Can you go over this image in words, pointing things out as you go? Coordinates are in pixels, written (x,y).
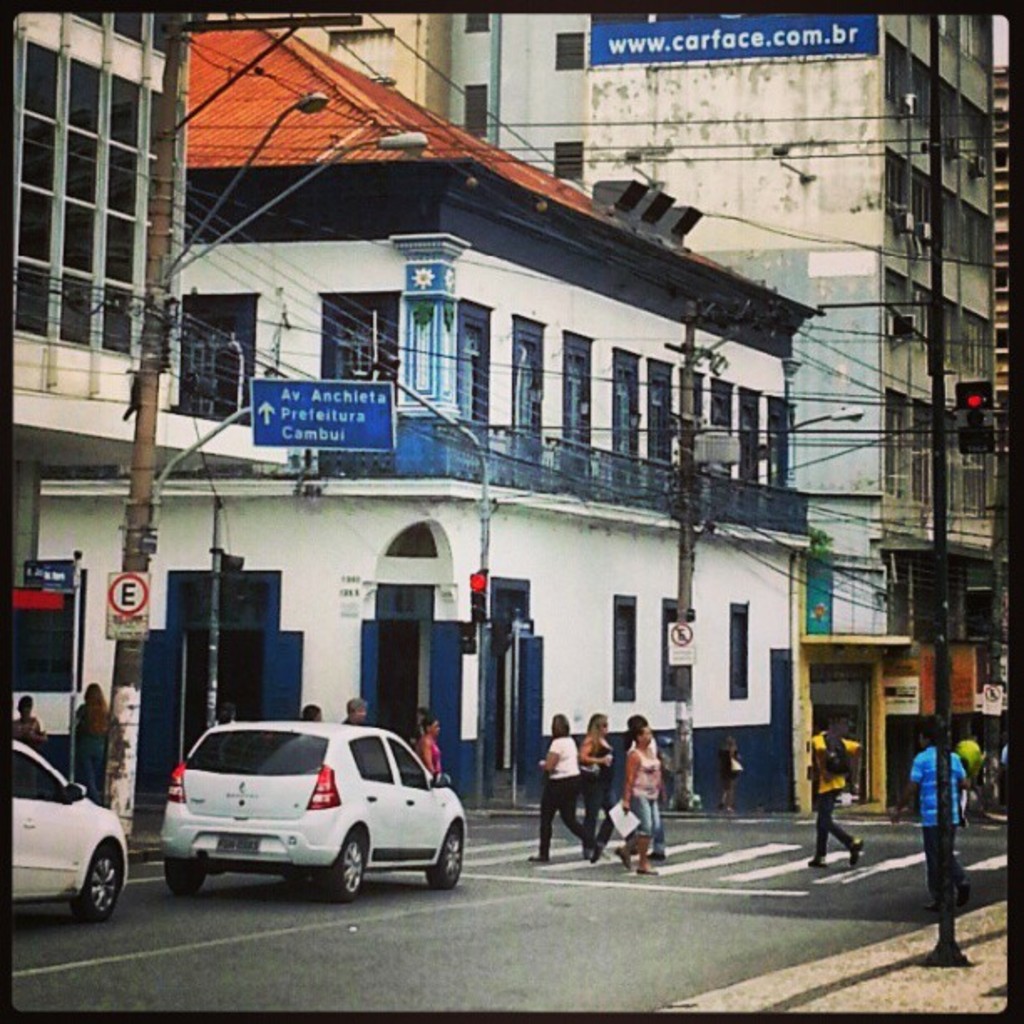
This picture shows buildings (593,304) and couple of cars (414,783) on the road (220,942) and we see few people (640,804) walking and we see poles (951,950) with traffic signal lights (978,430) and a electrical pole (691,323) and a name board (273,414) to the pole light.
